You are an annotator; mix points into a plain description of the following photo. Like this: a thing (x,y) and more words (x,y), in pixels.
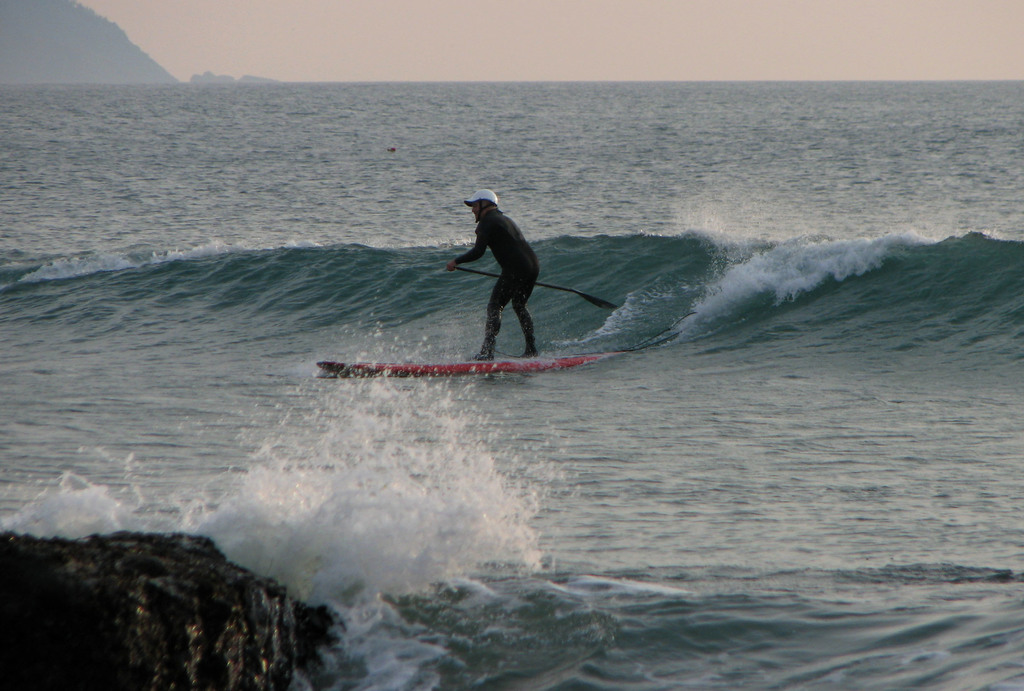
In this image, we can see a person (506,227) holding some object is surfing. We can see some mountains (94,24) and the sky (515,16). We can also see an object (284,650) on the bottom left corner (52,570).
